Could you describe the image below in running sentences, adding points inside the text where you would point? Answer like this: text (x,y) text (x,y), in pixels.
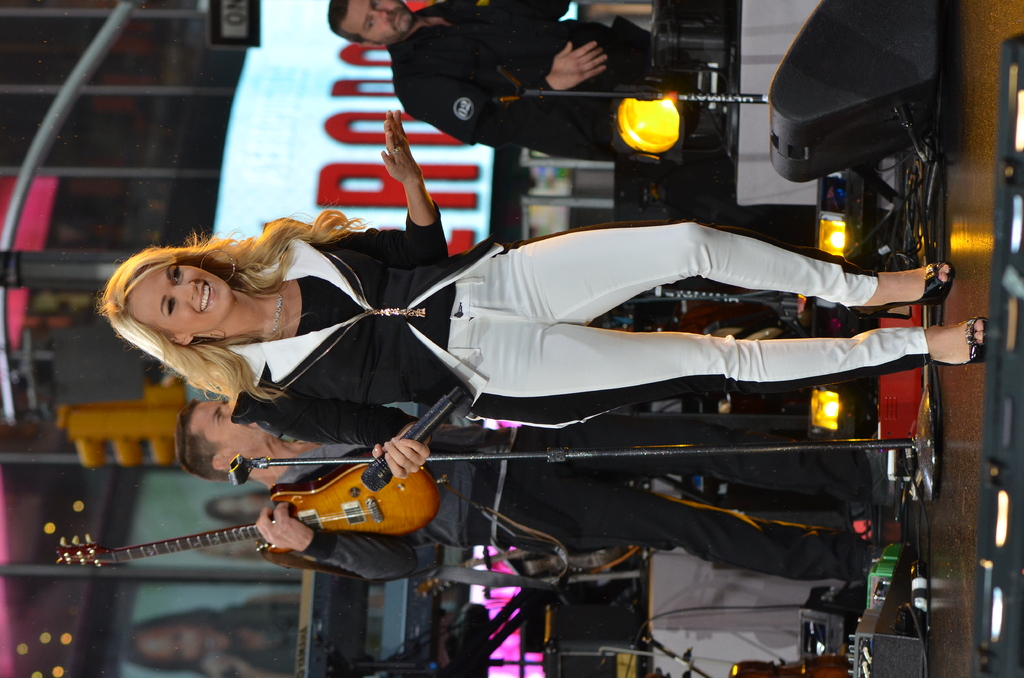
In the middle of the picture (595,240) there is a woman (289,366) holding a mic (401,443) and stand (250,470), she is smiling. In the center of the picture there is a person (479,523) playing guitar (314,500) and there are cables (909,217), stand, musical instrument (361,647) and lights (627,123) and other objects (708,163). At the top (461,75) there is a person (460,49). In the center of the background (297,133) there are posters (350,128), screen (318,148) and other objects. On the right (1002,476) there are lights (990,565).
